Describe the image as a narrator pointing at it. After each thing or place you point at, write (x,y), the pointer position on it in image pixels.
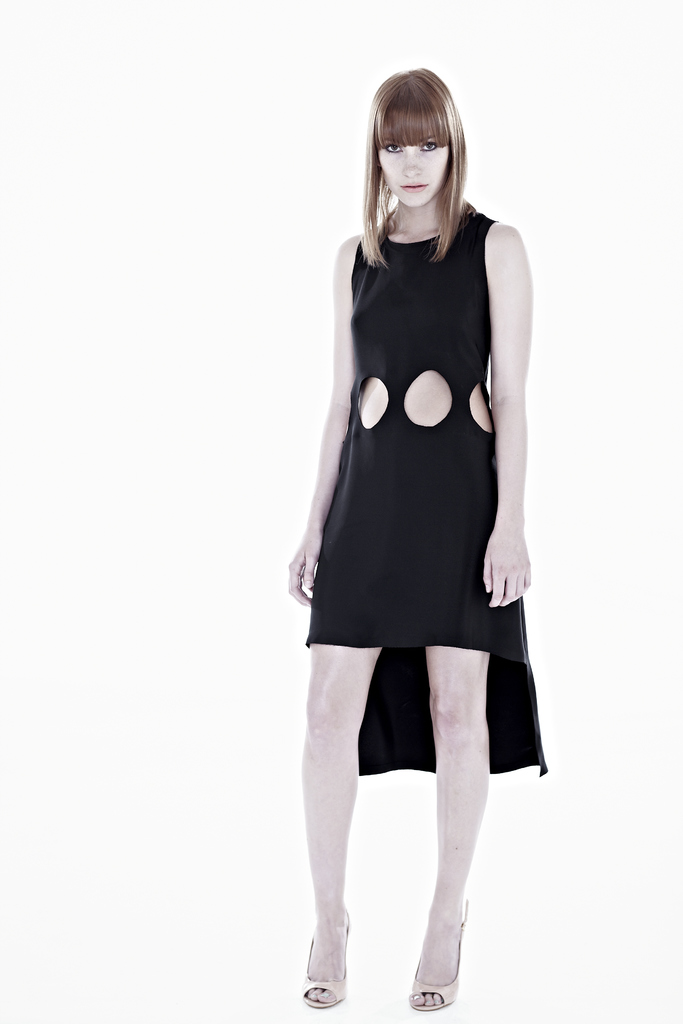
In this image I can see the person (337,670) standing and the person (505,503) is wearing black color dress (468,569) and I can see the white color background (573,25).
